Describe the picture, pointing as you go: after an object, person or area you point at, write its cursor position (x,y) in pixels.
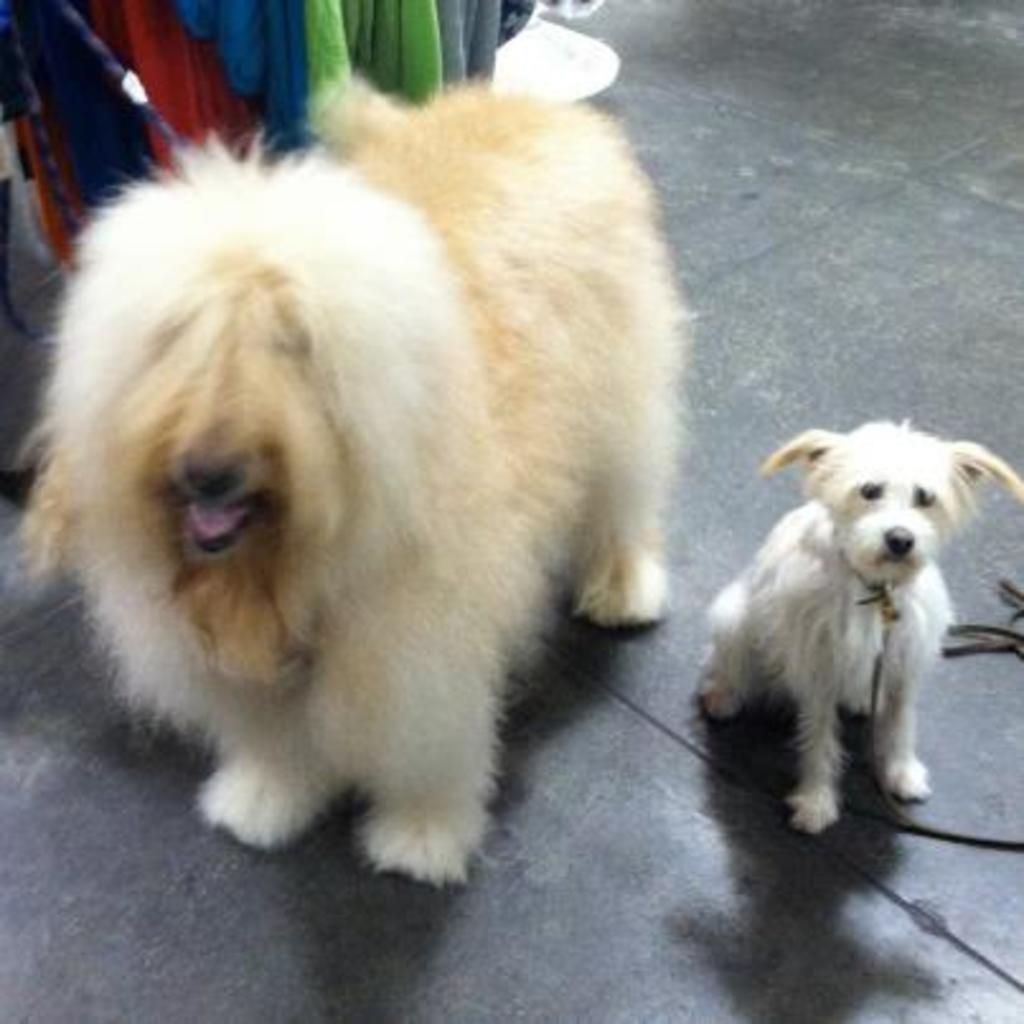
In the center of the image (490,480) we can see two dogs (788,604), which are in cream and white color. And we can see a belt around the right dog's neck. And we can see the belt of the right dog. In the background (177,129) we can see colorful clothes (433,85) and a few other objects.
